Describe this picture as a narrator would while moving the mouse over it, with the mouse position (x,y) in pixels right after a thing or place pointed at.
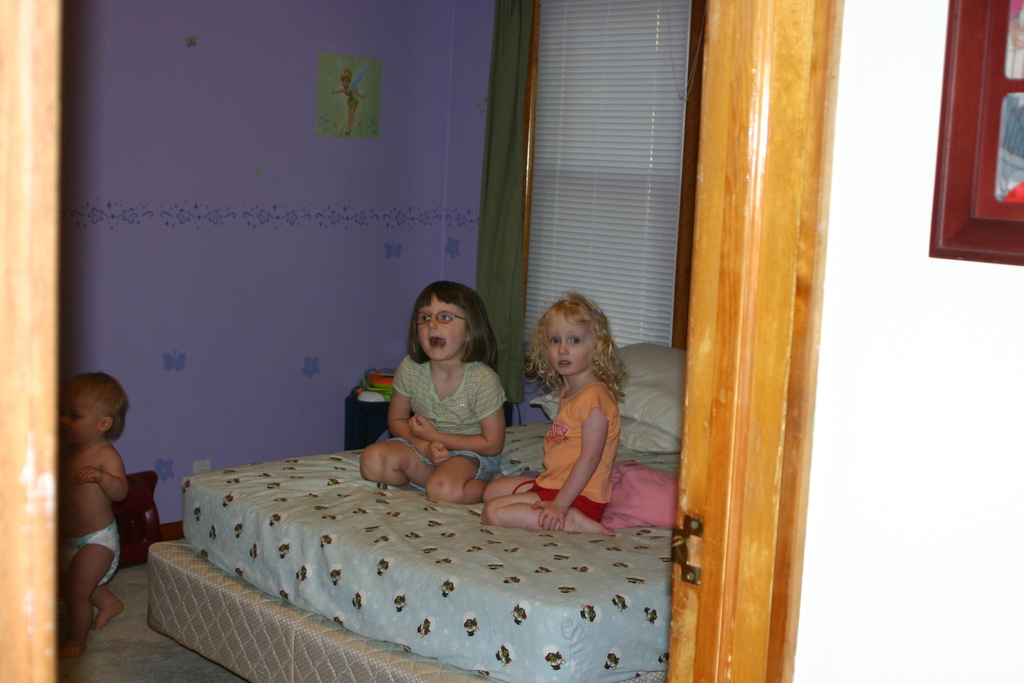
In the middle of the image (458,287) two girls (573,311) are sitting on a bed (337,560). At the top of the image (604,107) there is a window (573,79). Top left side of the image (185,31) there is a wall (314,138) and on the wall (310,74) there is a sticker (371,79). Bottom left side of the image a kid (65,650) is walking. Top right side of the image (837,155) there is a wall (874,85), On the wall (967,336) there is a frame (996,147).
